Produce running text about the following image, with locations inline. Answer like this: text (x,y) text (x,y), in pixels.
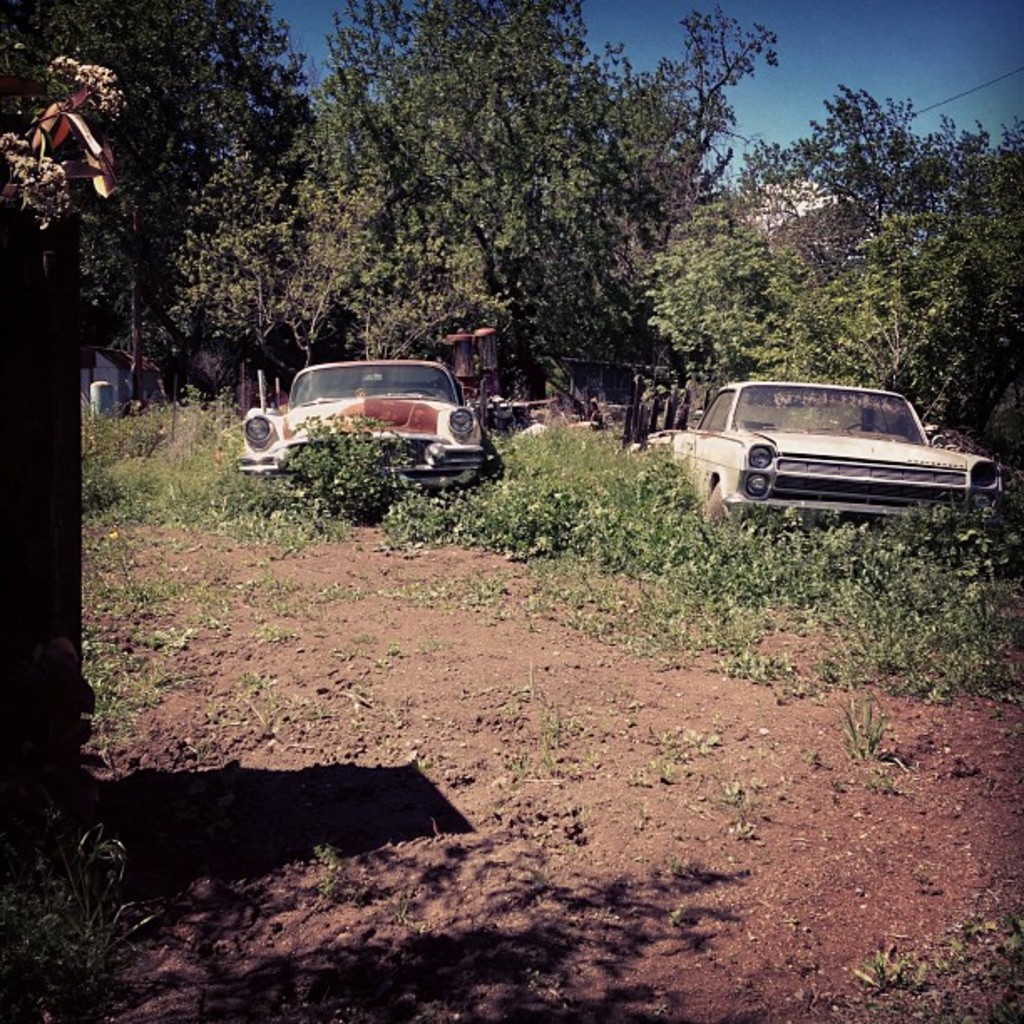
In this picture we can see two cars (315,420) on the grass (482,532). There are some plants (148,484) on the path (626,668). We can see some trees (997,407) in the background (370,296). Sky (754,17) is blue in color.
